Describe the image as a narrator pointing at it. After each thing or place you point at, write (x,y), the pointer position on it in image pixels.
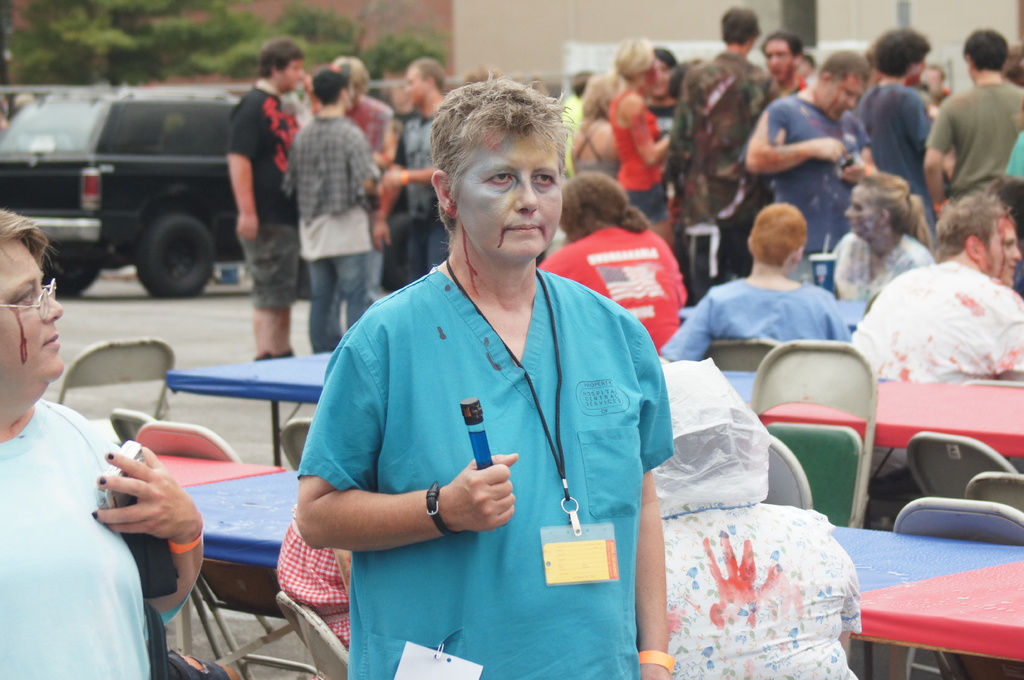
This is the picture of a place where we have a person (507,418) who is holding something in the hand (464,492) and to the side there is an other person (15,628) and also we can see some people (323,283), trees (389,41), car (91,253), chairs (940,453) and tables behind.
